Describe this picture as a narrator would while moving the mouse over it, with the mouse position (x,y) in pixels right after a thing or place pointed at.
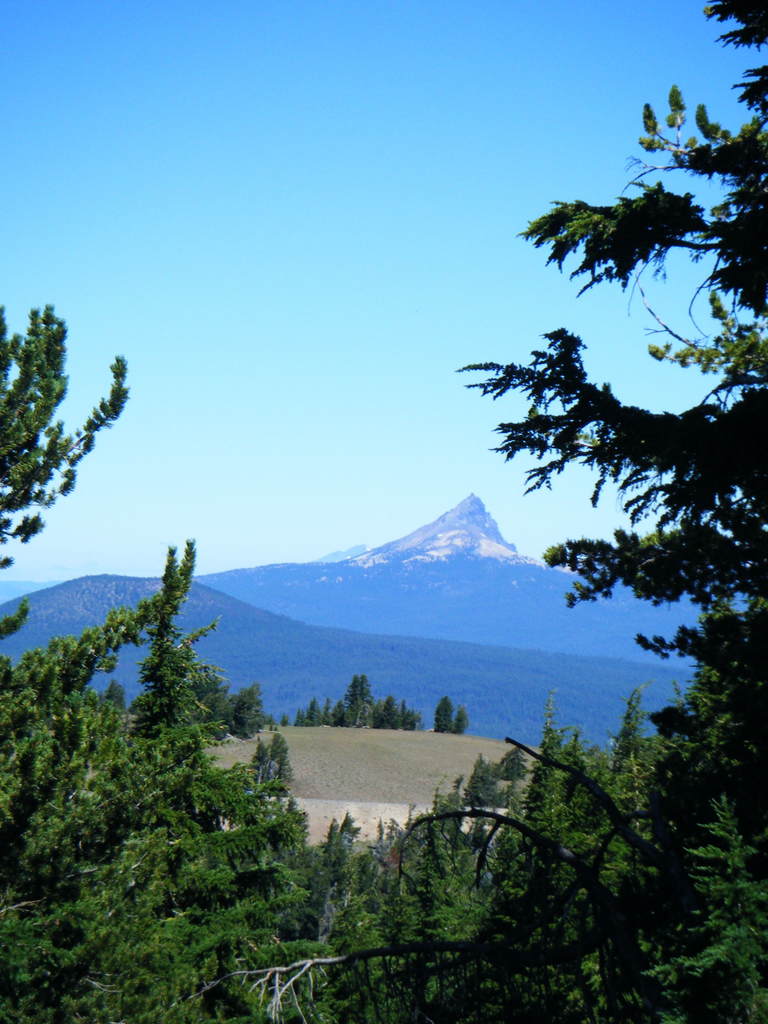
In this image I can see trees (342,838) and mountains (380,642). In the background (325,354) I can see the sky (298,226).
